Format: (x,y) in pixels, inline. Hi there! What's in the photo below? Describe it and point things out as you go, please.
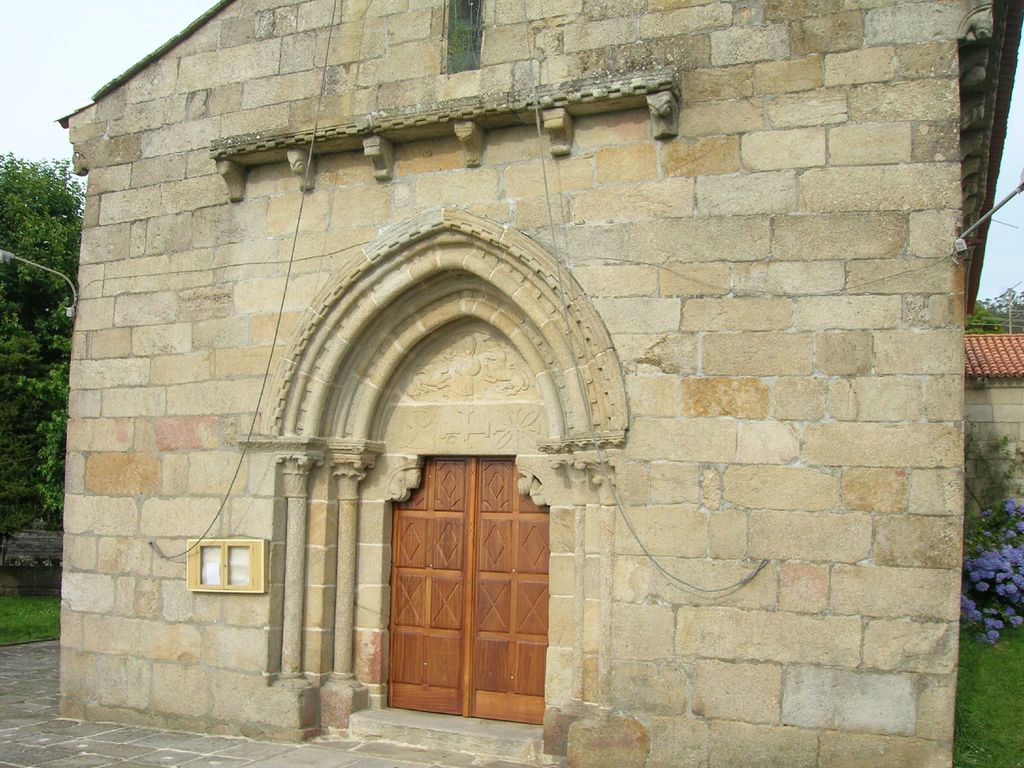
In this image we can see a building (603,594) with a door (532,548), window (451,19) and a roof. We can also see some ropes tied to a wall (699,489), some plants (978,609) with flowers (974,618), trees (27,245), a street pole (50,270) and the sky (49,64) which looks cloudy.
